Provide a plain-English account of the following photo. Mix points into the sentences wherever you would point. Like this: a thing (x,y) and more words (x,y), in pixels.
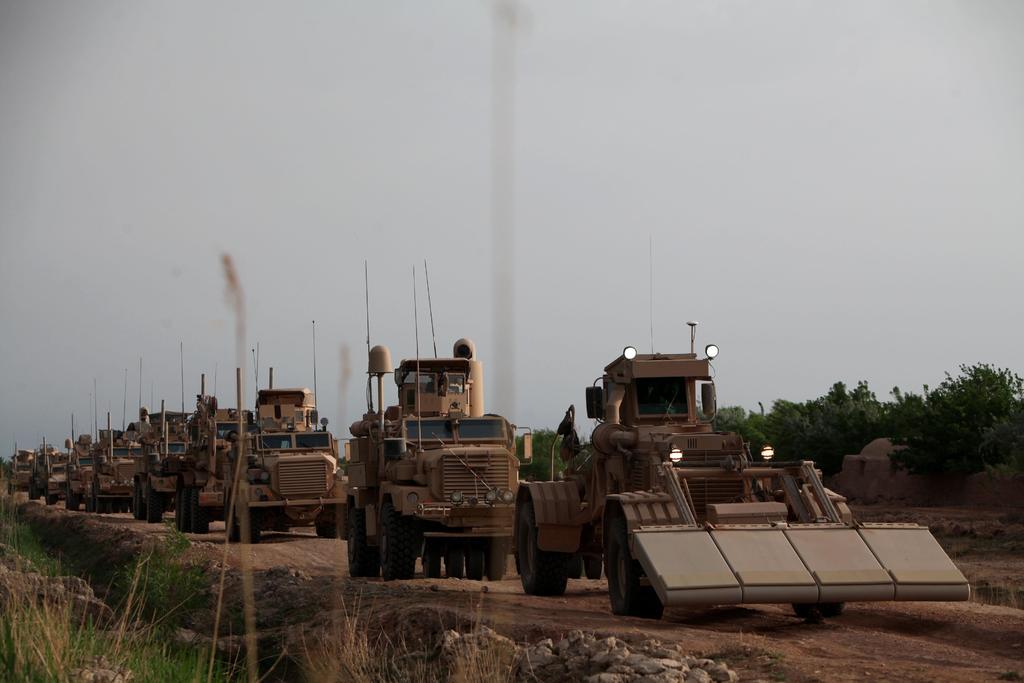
There are few vehicles (311,514) on the road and there are trees (844,409) in the right corner (871,415).
